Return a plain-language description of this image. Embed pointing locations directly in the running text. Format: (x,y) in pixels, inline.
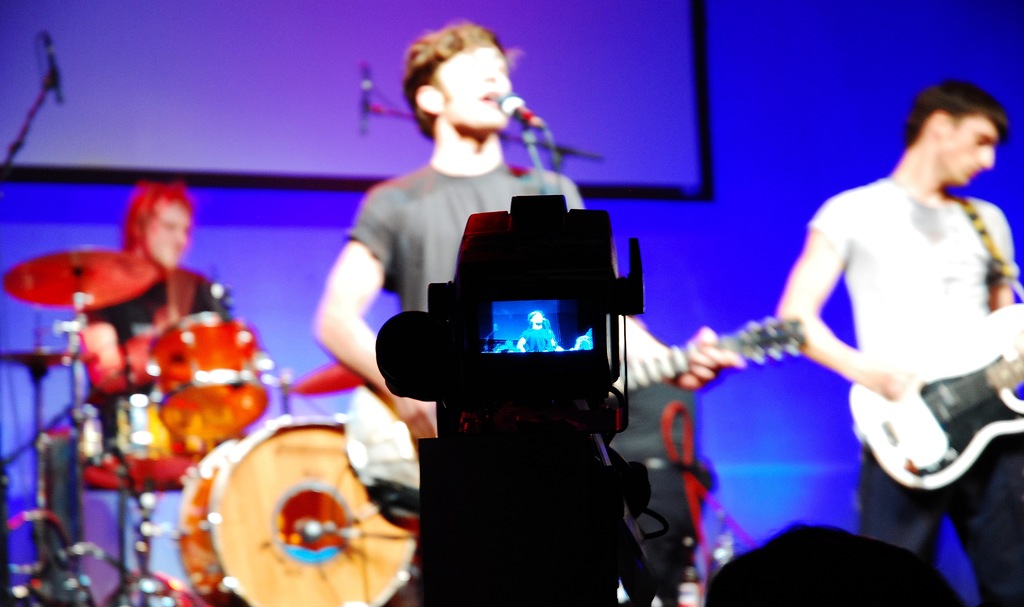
In the image we can see there are people (931,199) who are standing and they are playing musical instruments (300,449) and a video (549,352) is capturing it.
